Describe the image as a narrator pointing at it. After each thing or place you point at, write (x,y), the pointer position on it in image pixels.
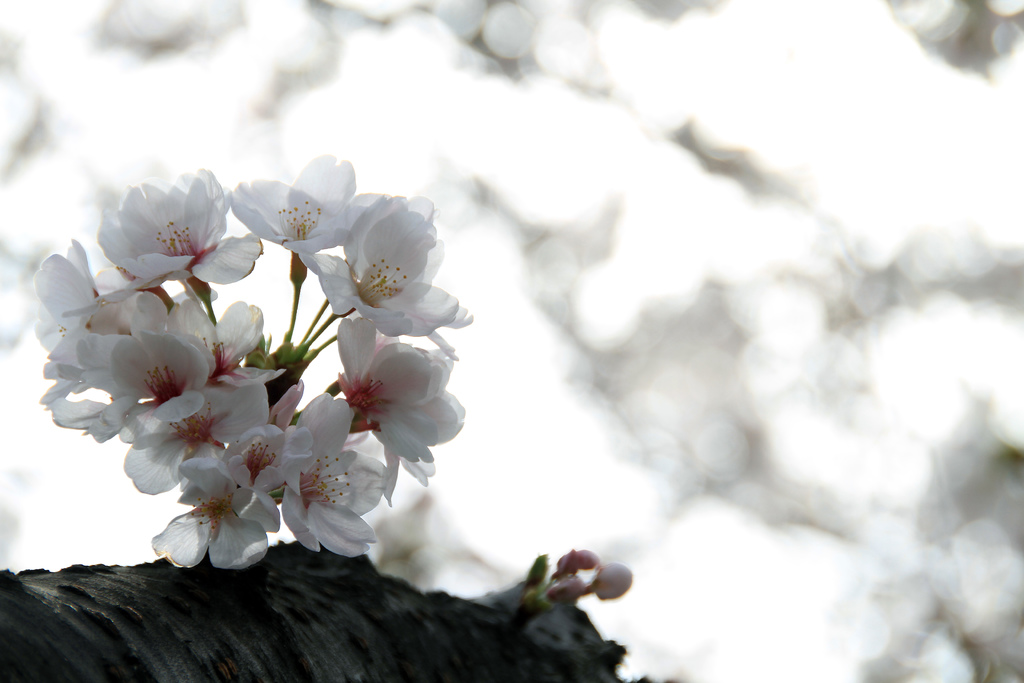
In the foreground of this image (176,426), there are beautiful white color flowers (355,307) to a stem (265,646) and the background (673,297) image is blur.
